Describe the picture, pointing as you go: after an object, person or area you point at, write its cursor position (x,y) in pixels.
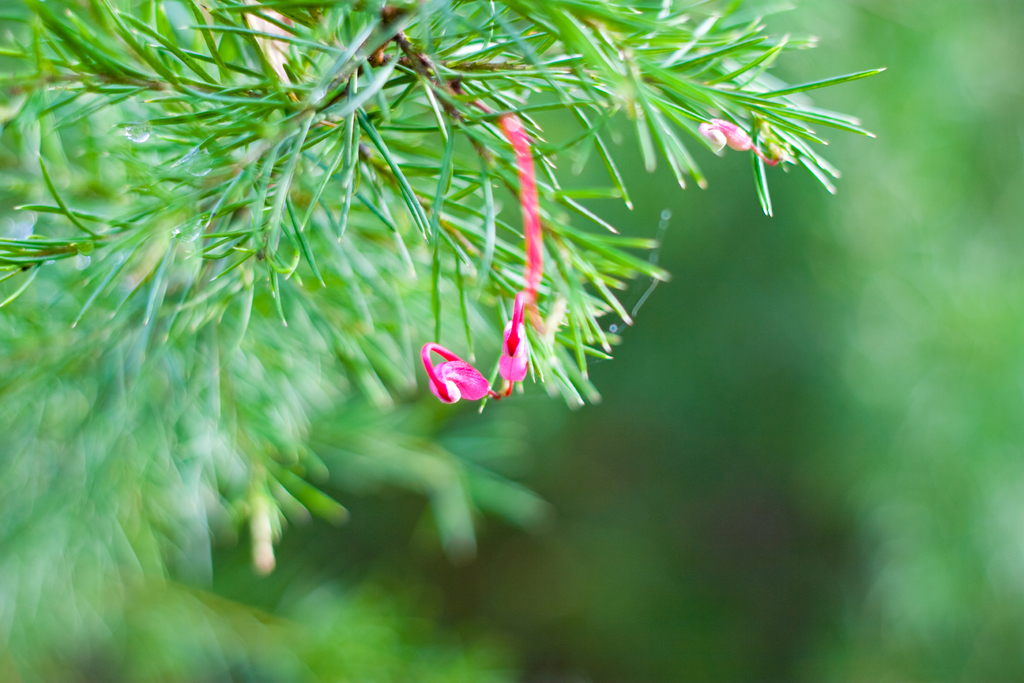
In this picture, we see a tree (209,339) or a plant (151,303). It has flowers (444,368) and these flowers (476,385) are in pink color. In the background (600,419), it is green in color. This picture is blurred in the background (533,445).
